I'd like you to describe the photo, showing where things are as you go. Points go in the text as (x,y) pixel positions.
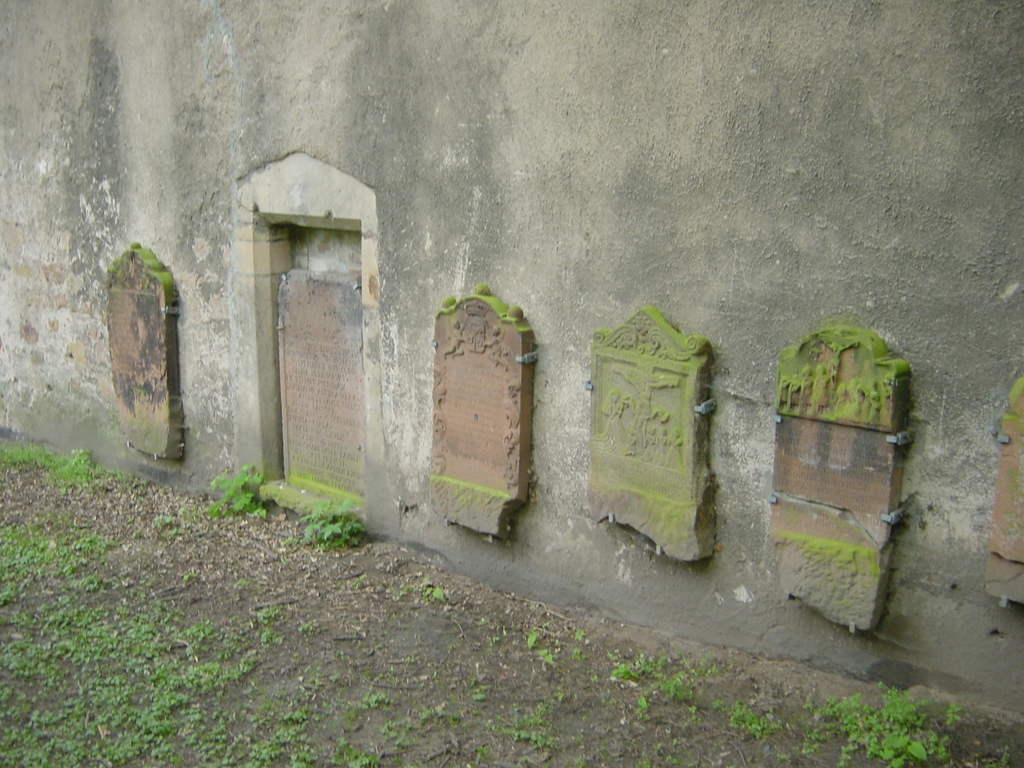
At the bottom of the picture (277,623), we see soil (371,722) and herbs (127,686). Beside that, we see a wall (428,231). We see carved stones (136,365) or carved wood (176,348) are placed on the wall (420,429).
